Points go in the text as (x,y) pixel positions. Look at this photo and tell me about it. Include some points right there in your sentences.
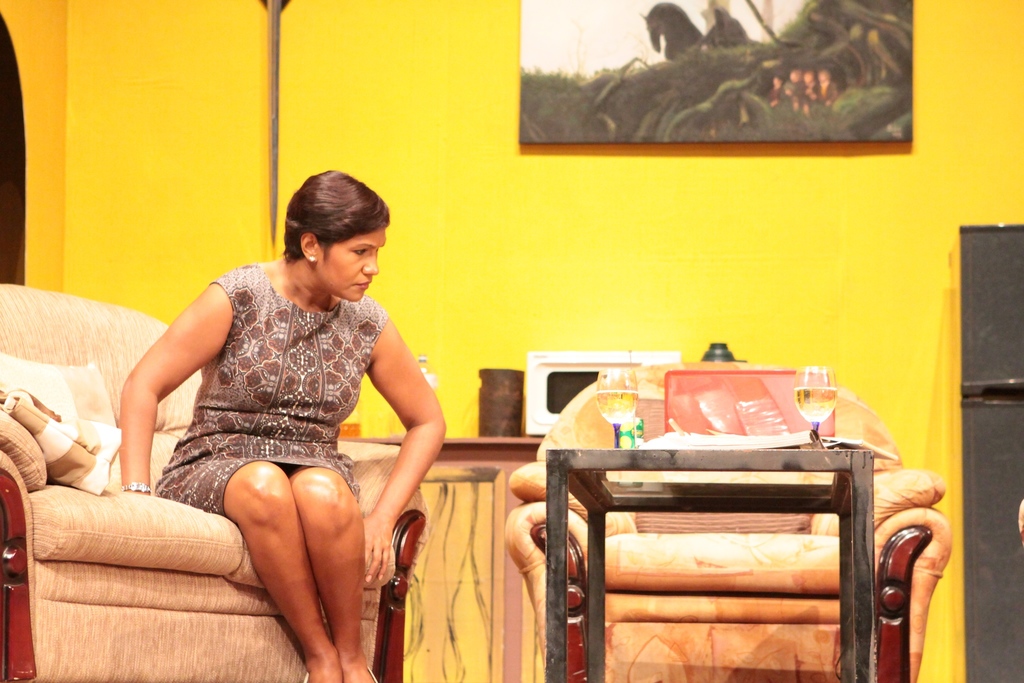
In this picture a woman (357,670) is sitting on the couch (84,496) which also has some pillows (102,418) and a blanket (106,445). Behind her there is a yellow wall (456,145), with a photo frame (605,17) placed on it.
